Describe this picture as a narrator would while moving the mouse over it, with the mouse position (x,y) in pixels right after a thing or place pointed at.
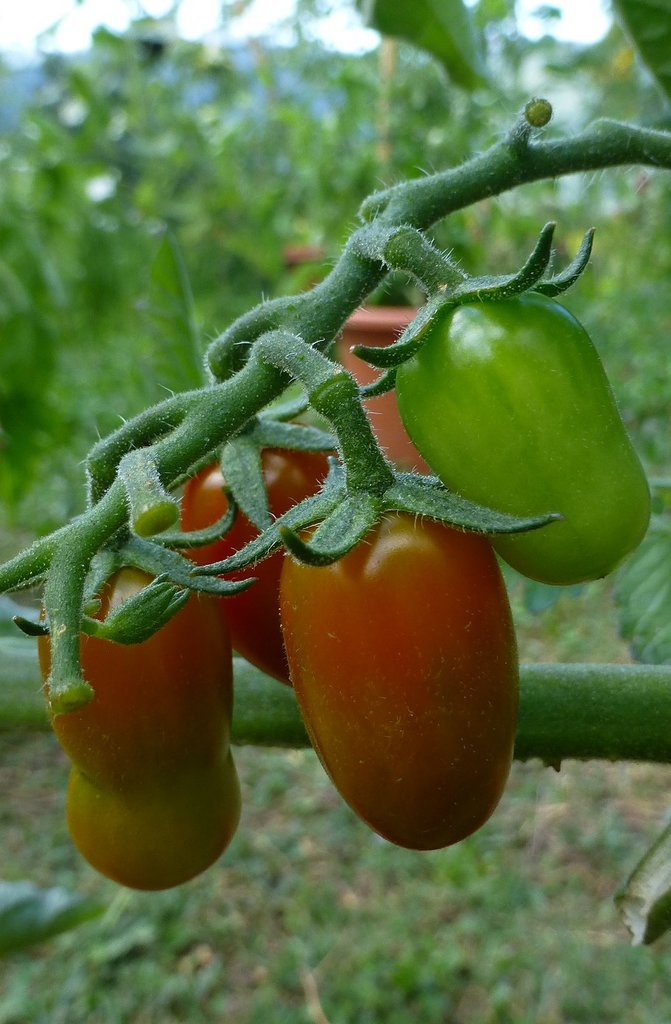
In this picture we can see tomatoes (344,711) and in the background (276,768) we can see plants (414,950) on the ground (307,912).
